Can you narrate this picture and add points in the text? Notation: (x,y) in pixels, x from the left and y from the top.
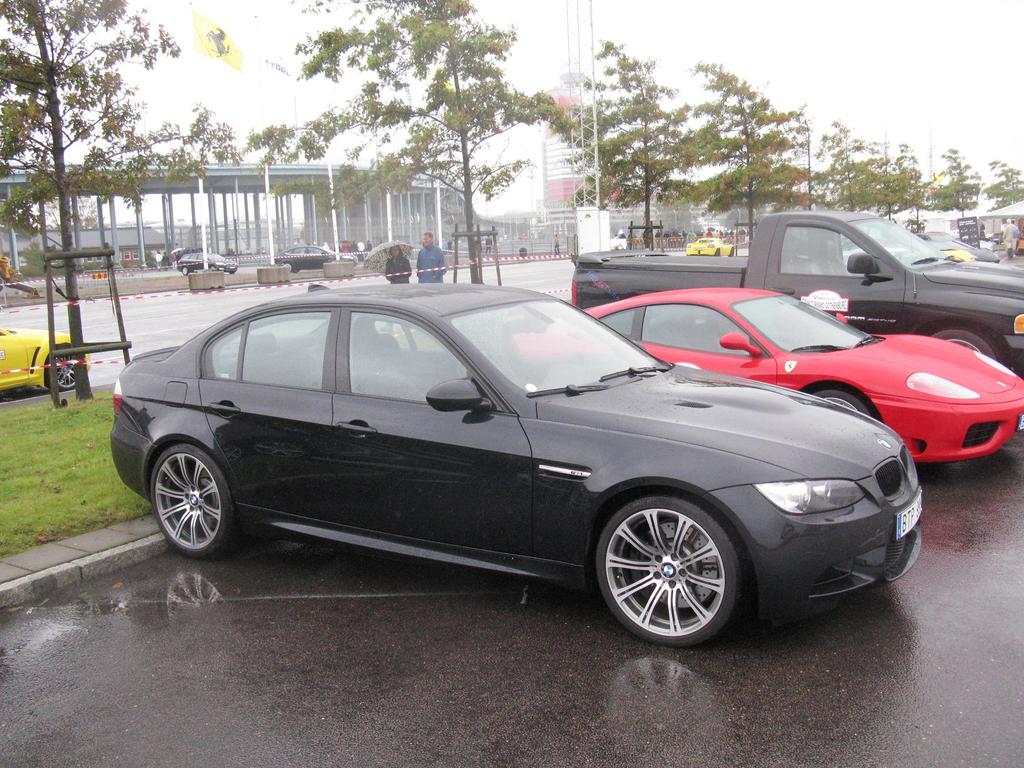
In the center of the image (473,340) we can see some vehicles (475,324), trees (98,191), shed (432,205), buildings (566,203), some persons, poles (579,130), tent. At the bottom of the image (327,718) there is a road (319,715). On the left side of the image (22,431) we can see grass (104,497). At the top of the image (522,84) we can see sky (547,38), board (217,54).
